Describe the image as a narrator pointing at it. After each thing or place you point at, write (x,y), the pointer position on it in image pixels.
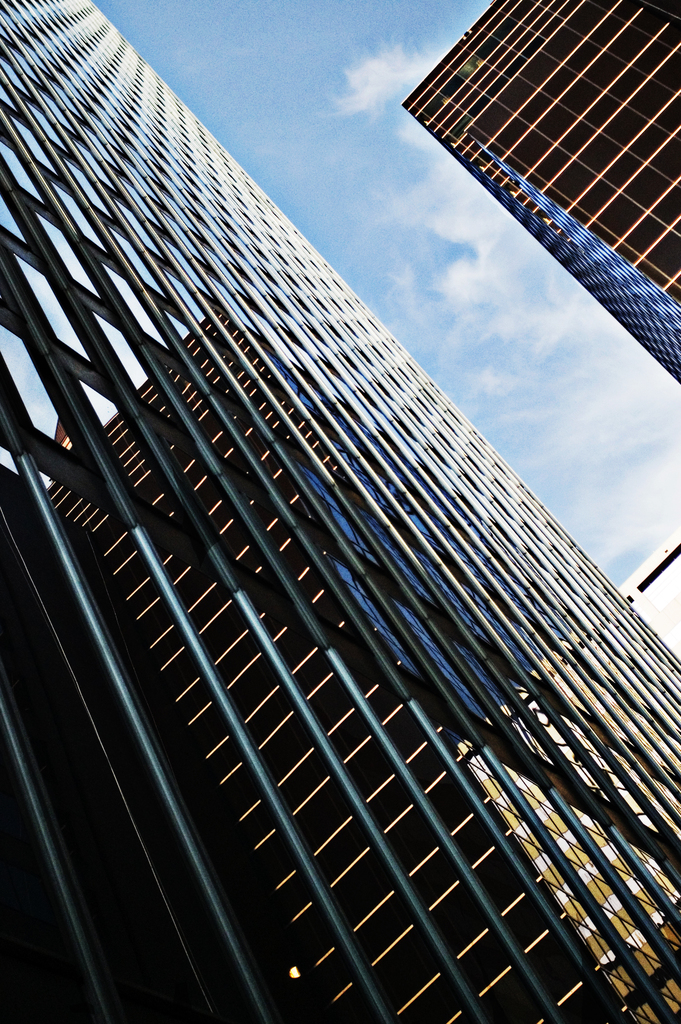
In this image we can see the buildings (313,347) and the sky (420,356).
